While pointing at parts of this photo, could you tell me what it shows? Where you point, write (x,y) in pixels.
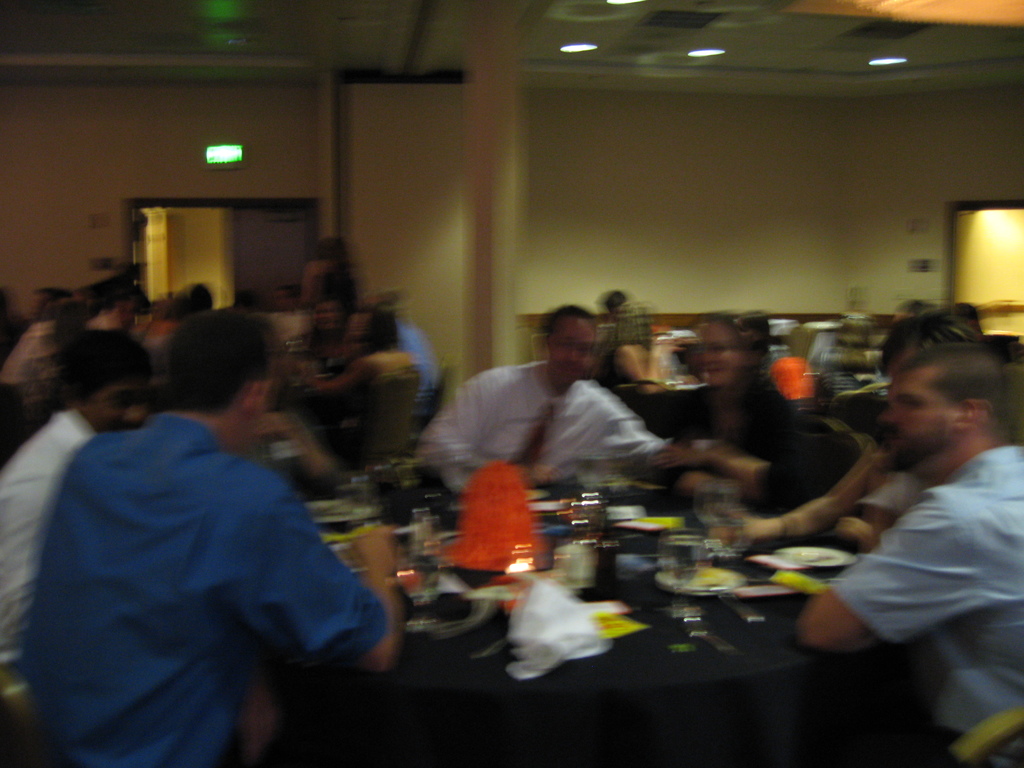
In this picture we can see a group of people (886,620), here we can see a table (804,650), plates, glasses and some objects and in the background (701,192) we can see a wall (747,230), pillar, lights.
